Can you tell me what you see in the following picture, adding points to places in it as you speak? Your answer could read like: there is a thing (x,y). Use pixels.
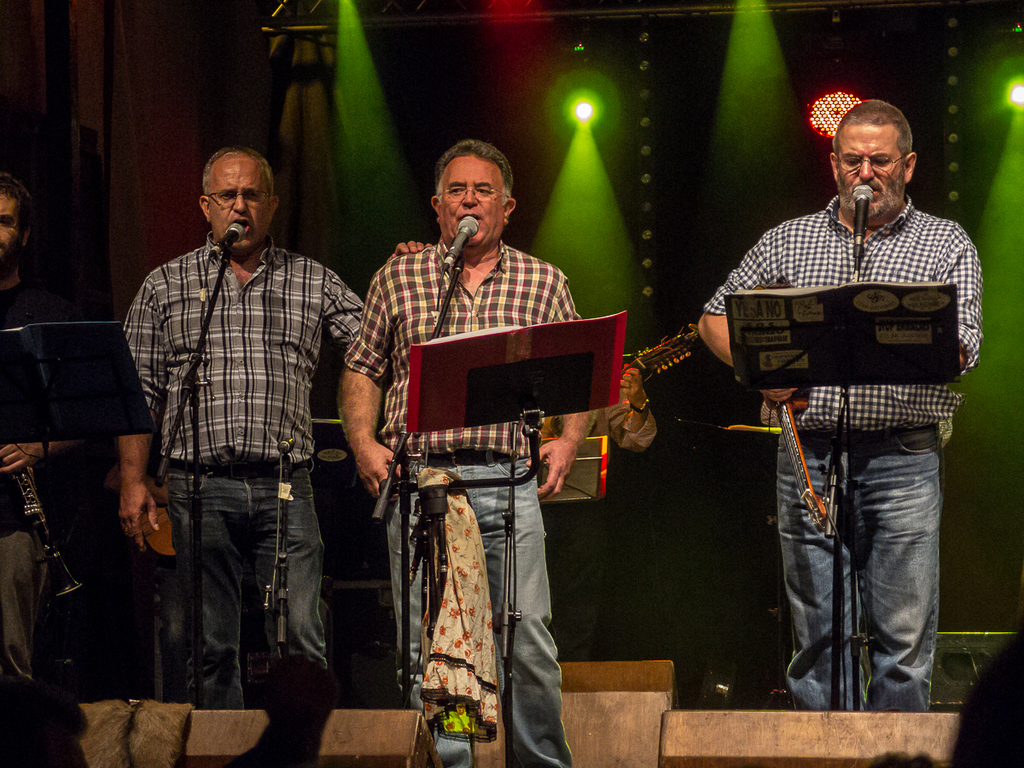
There are three persons (526,264) standing and singing a song. this is a mike (456,250) with a mike stand (401,525). This is a book holder (520,380). At background (646,446) I can see a man (638,402) playing a musical instrument (653,353). At background (581,120) I can see a green color show light (580,138). At the very left corner of the image (19,567) I can see a man (11,557) Standing and holding some musical instrument (62,586).
